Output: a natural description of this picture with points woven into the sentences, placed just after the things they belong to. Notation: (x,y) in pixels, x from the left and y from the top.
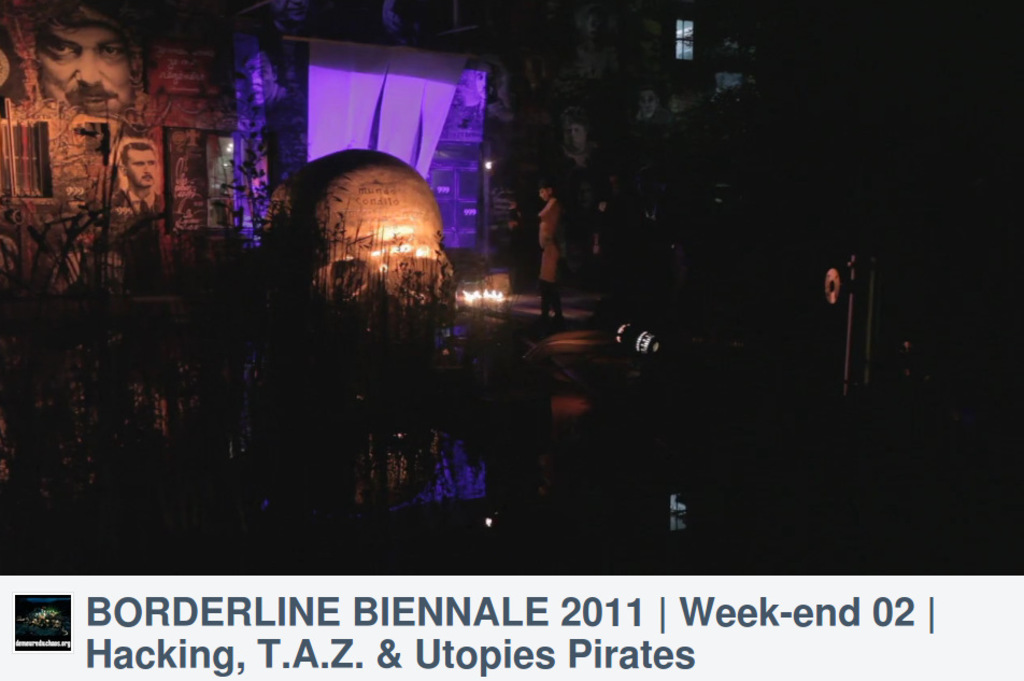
In this image I can see a dark picture. I can see few plants (227,292), water (297,437), few posters (171,194), cloth (392,142), lights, building (598,93), window (682,37) and one person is standing. At the bottom (518,593) something is written on it.
